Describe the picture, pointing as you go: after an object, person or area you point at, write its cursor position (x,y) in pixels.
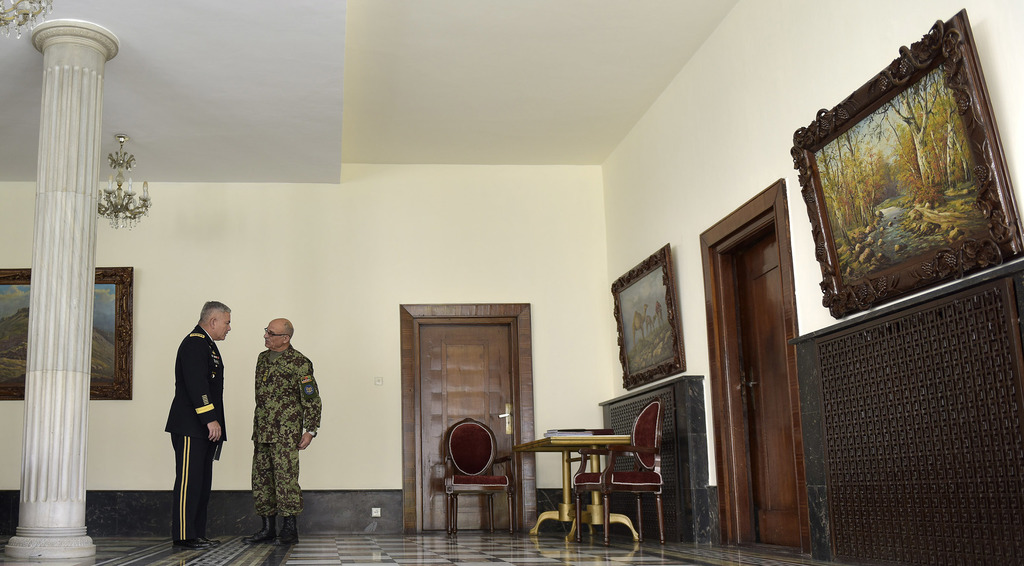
On the left (277,389) there are two persons (270,405) talking to each other and also we can see frames (951,184) on the wall (551,396), chairs (660,463) and tables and doors (463,351) and a chandelier (116,162) hanging to the roof top (171,155).
